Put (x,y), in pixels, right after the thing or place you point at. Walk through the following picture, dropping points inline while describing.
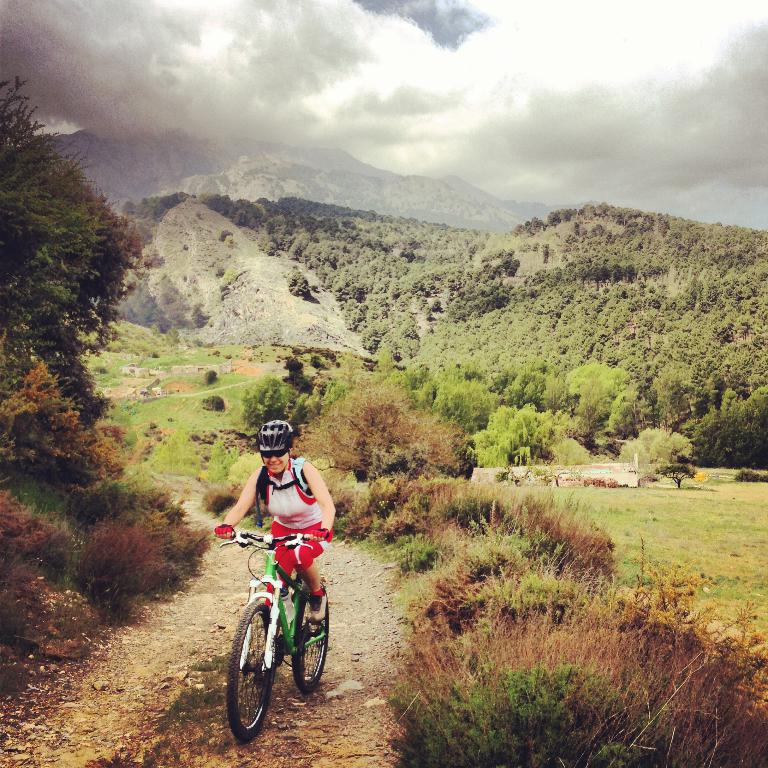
In this picture I can see a woman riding a bicycle (276,537) and she is wearing a helmet (285,434) and sunglasses (272,457). I can see plants (479,734), trees (470,427) and hills (240,285) in the background (211,150) and a cloudy sky (417,147).
